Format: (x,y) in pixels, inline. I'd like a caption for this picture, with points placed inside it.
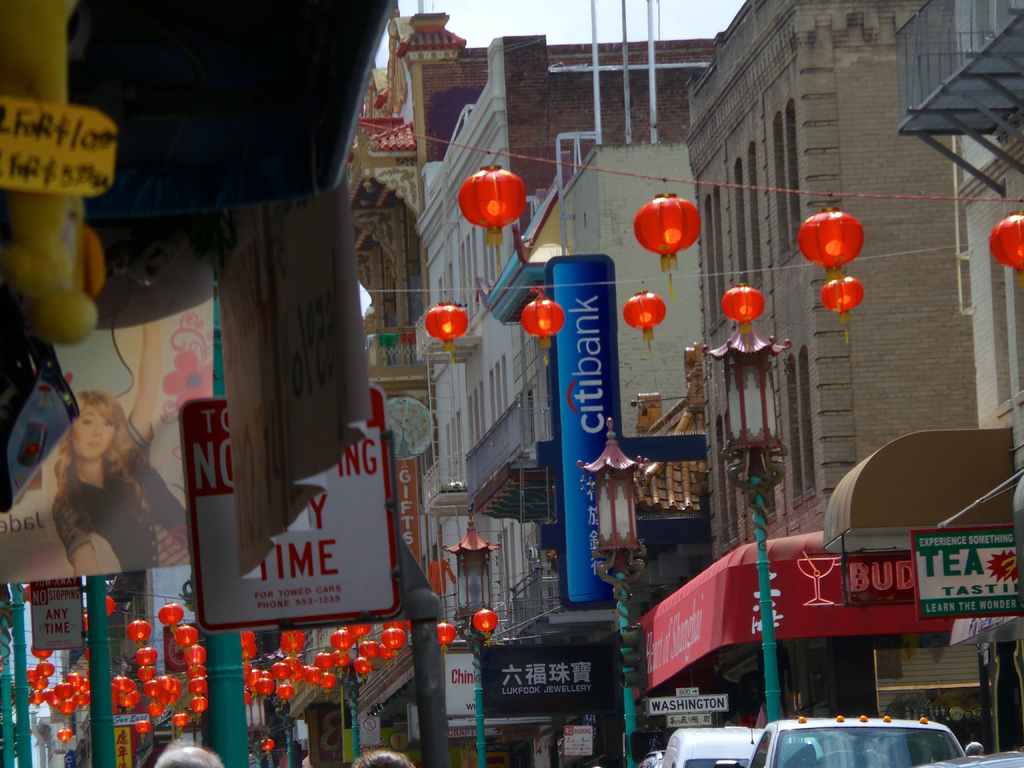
In this image there are vehicles (804,753) and buildings (668,400), for that buildings (810,510) there are posters (862,599), on that posters (583,490) there are some text (322,549) and pictures (115,447) at the top (505,201) there are lights (302,668) hanged to threads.
